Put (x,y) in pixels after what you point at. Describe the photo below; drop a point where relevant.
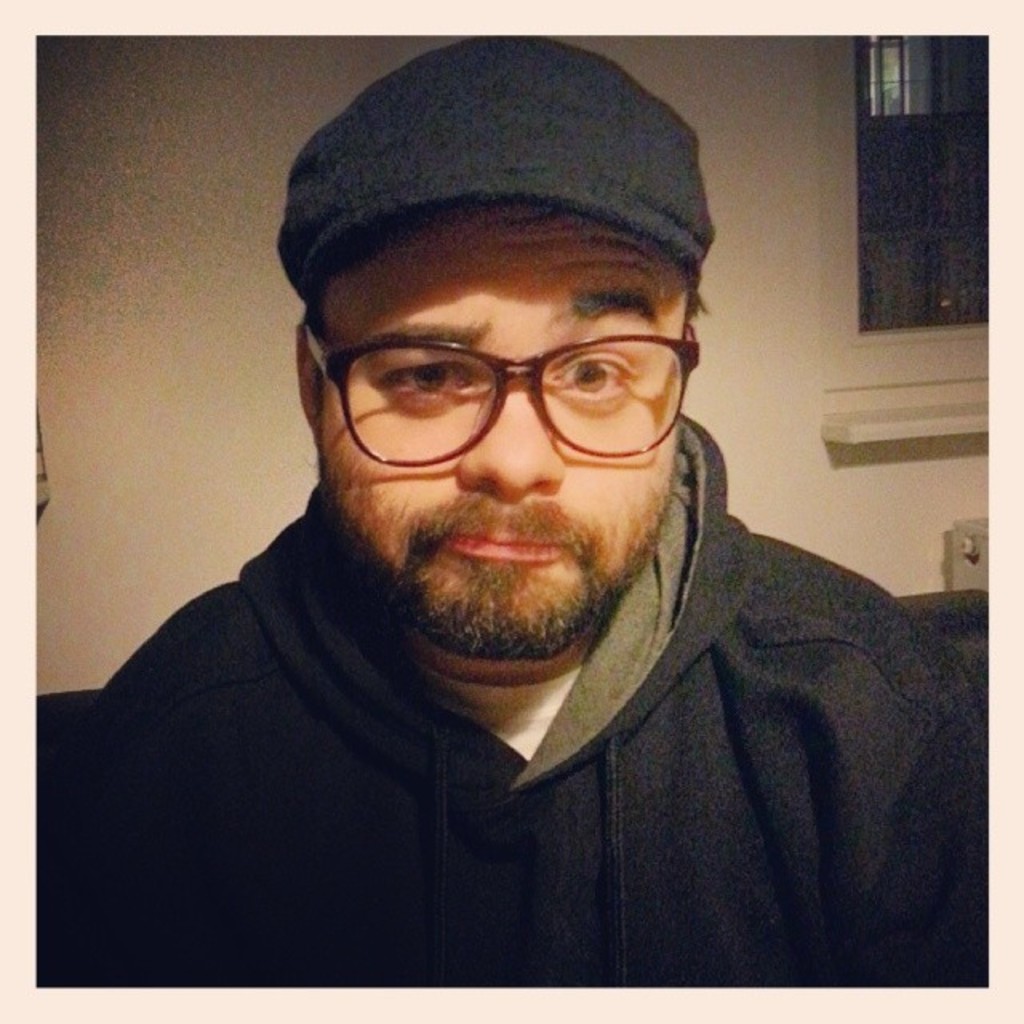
This image is taken indoors. In the background (218,280) there is a wall (746,242) with a window (894,198). In the middle of the image (481,480) there is a man (582,565). He has worn a cap (371,185), a sweatshirt (375,648) and spectacles (549,376).
